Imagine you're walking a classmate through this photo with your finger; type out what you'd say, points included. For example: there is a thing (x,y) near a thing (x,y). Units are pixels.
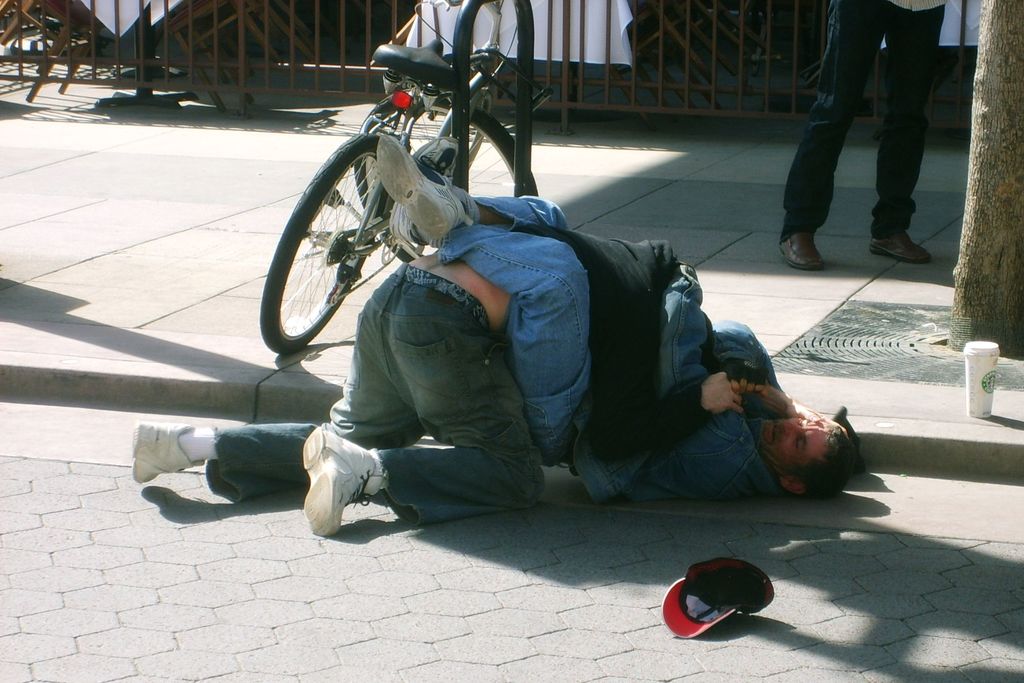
In this image there are two persons (848,448) fighting on the road (715,518), there is a bicycle (376,207), person legs (825,148), a fence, there is a cap (720,584) and a small bottle (968,392) near the person (484,246).
